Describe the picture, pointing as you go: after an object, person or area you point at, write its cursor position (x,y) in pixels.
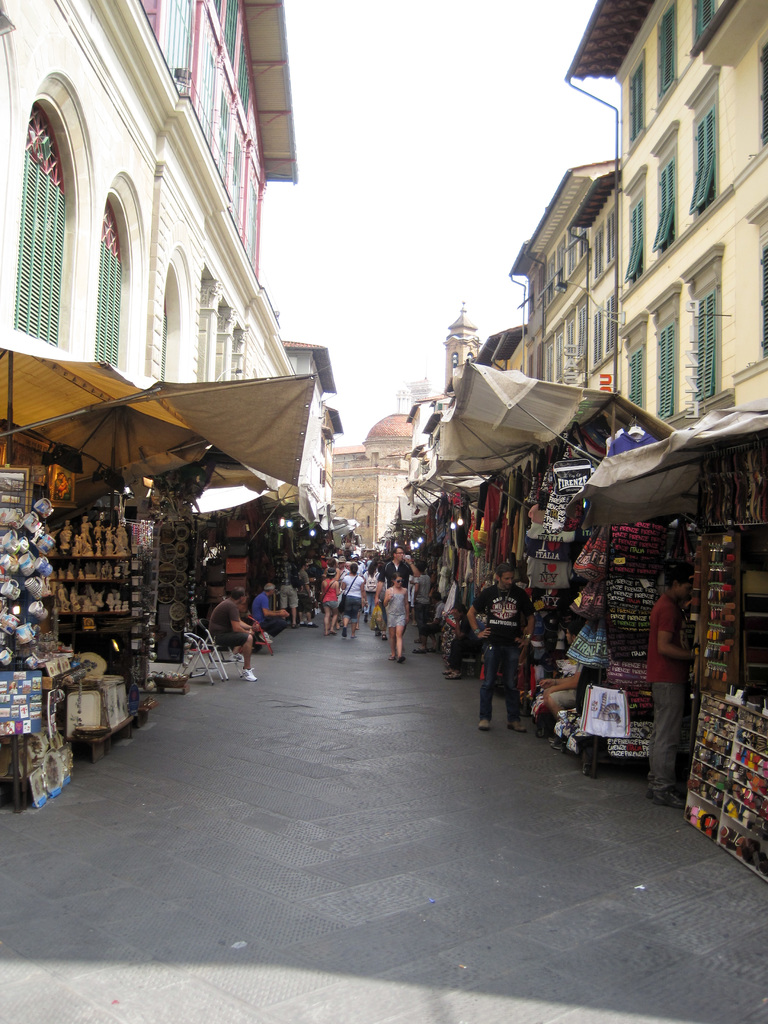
In this image, we can see so many buildings (661,417), stalls (48,687), some objects (756,480), cups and people (294,619). In the middle of the image (339,646), there is a walkway (391,882). Few people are walking through the walkway (342,702). Background (412,136) there is a sky (404,129). Here we can see wall (620,334), windows (704,341) and pipes (522,369).
